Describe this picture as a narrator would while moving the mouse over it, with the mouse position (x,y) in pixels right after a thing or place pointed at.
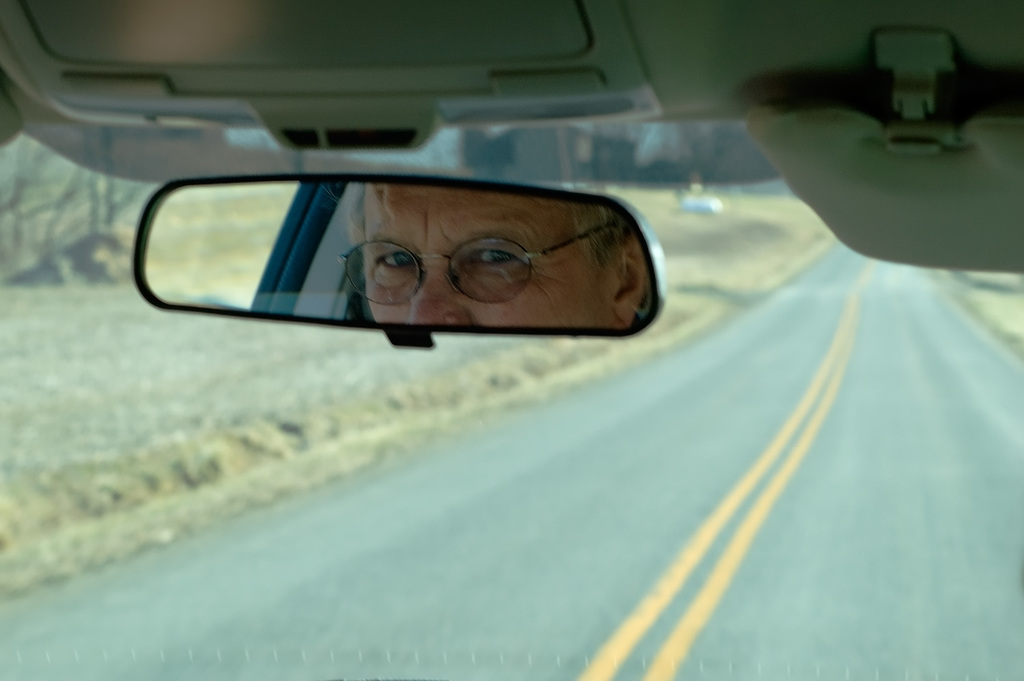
This is the picture of a vehicle (941,145). In this image there is a reflection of a person (509,264) on the mirror (537,222). Behind the glass (384,596) there are trees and there is a road (836,347) and there is mud (385,434). At the top (373,7) there is a roof (465,65) a vehicle (940,187).
